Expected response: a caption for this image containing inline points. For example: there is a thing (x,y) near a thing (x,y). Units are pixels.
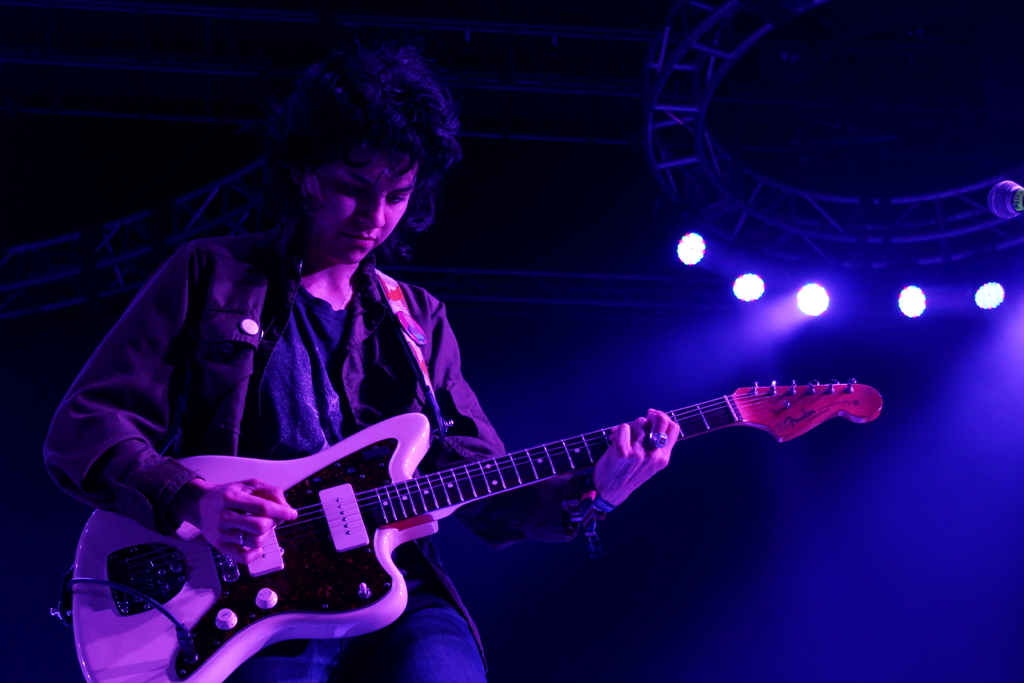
A woman (299,663) is standing and also playing the guitar (393,495). She is wearing a coat type shirt (235,387) right side of an image (697,259) you can see the disco lights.
